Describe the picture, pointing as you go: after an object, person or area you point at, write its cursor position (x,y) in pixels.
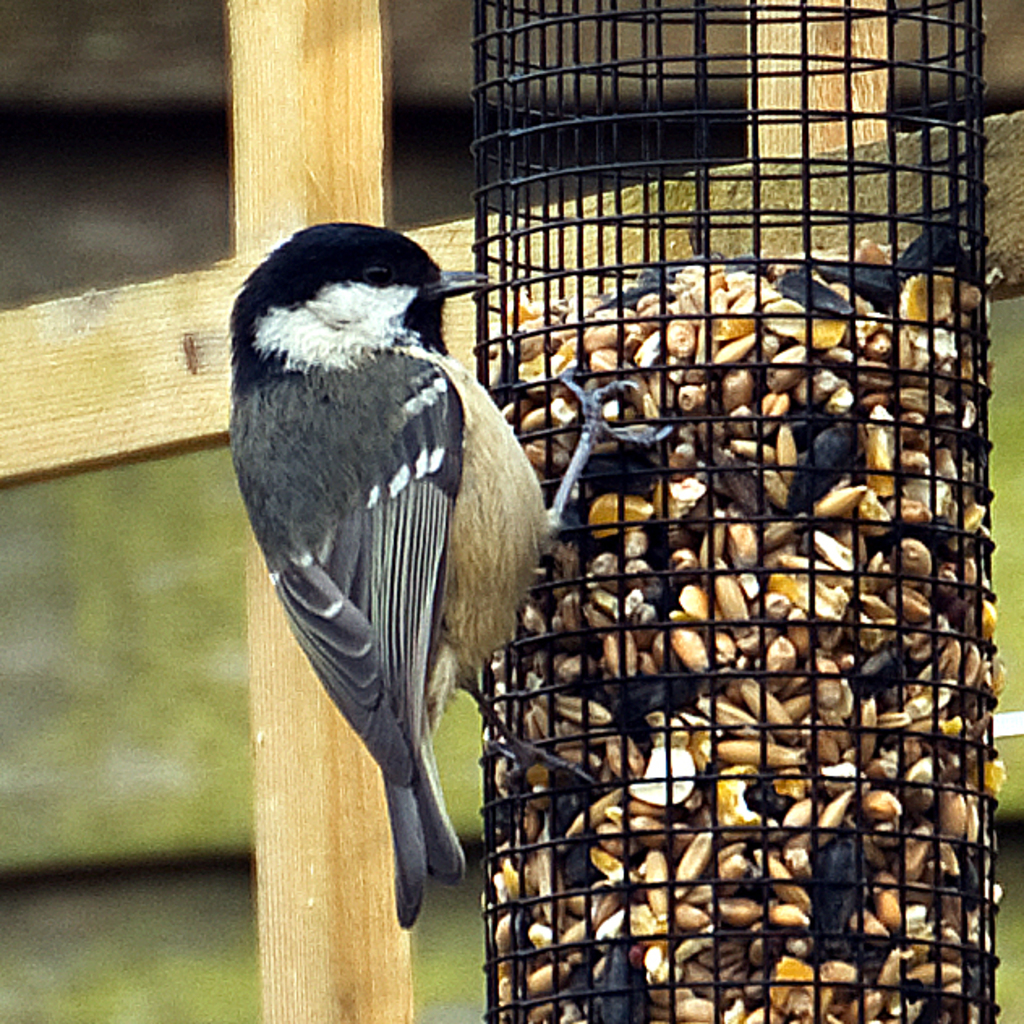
In this image, we can see seeds (745,586) in the cage (714,766) and in the background (101,322), there is a fence (98,616) and we can see a bird (277,585).
